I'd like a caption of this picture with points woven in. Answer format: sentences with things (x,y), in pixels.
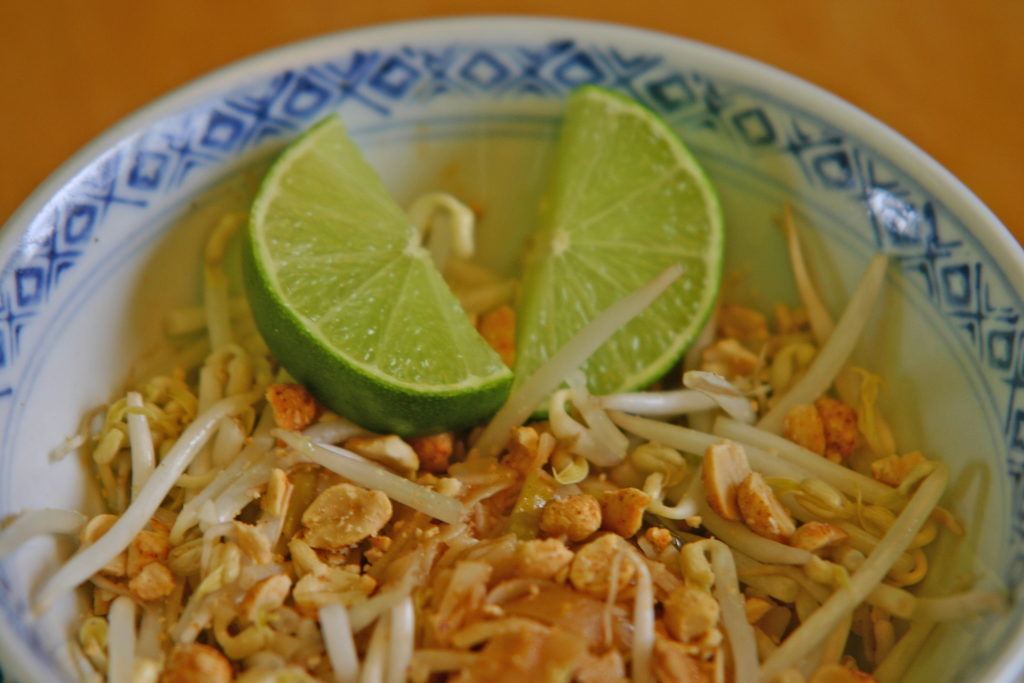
In this bowl (38,303) there is a food (677,664) and slices of lime (610,230). Background (103,63) it is blur.
